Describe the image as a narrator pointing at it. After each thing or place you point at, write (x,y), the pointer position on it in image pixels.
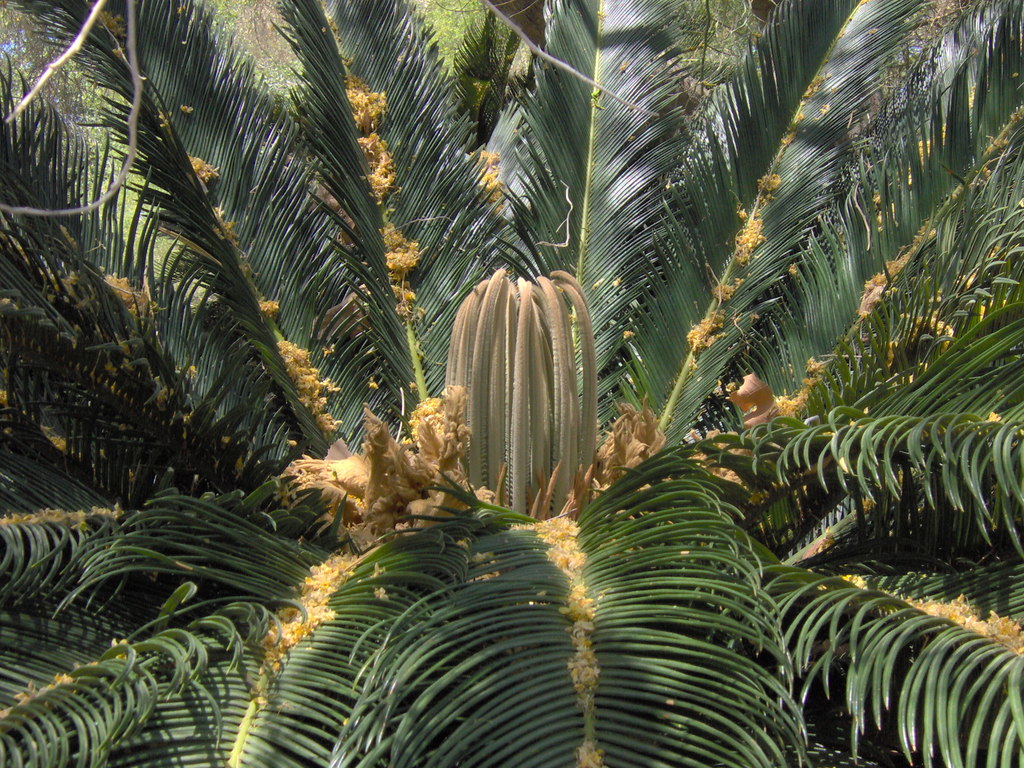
In this image there is a tree (671,509) in the middle (602,436). There are new leaves (543,371) in the middle (533,353).
